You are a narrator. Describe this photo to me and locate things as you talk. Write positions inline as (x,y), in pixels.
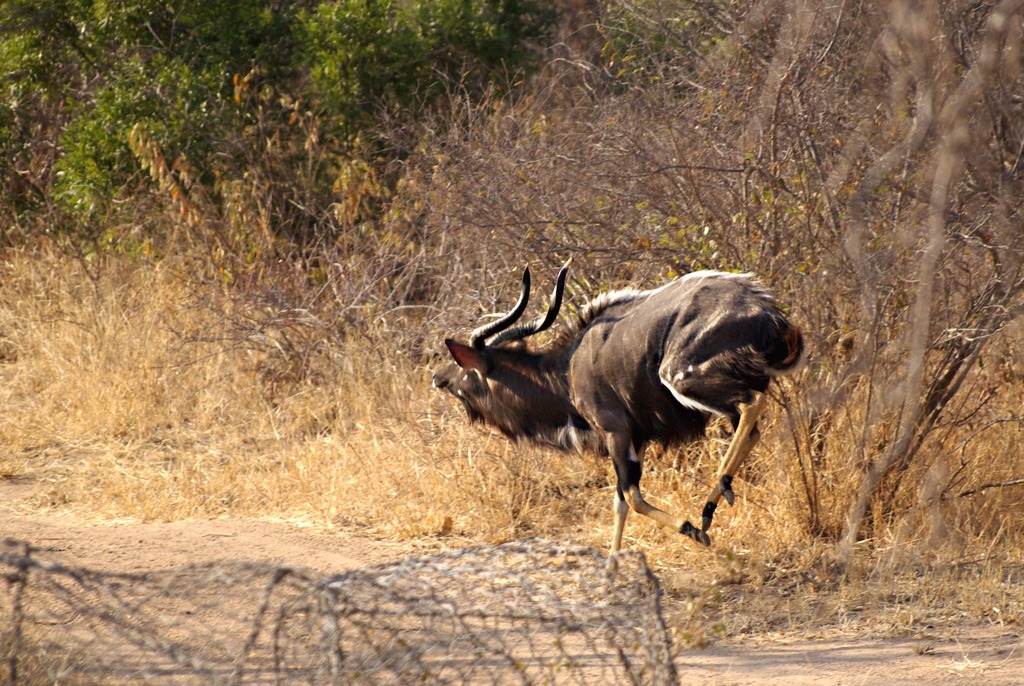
In this image we can see one animal (607,421) running on the road (106,520), some trees (337,87), some bushes (969,247), some grass (968,468) and one object (384,598) on the surface (894,667).
